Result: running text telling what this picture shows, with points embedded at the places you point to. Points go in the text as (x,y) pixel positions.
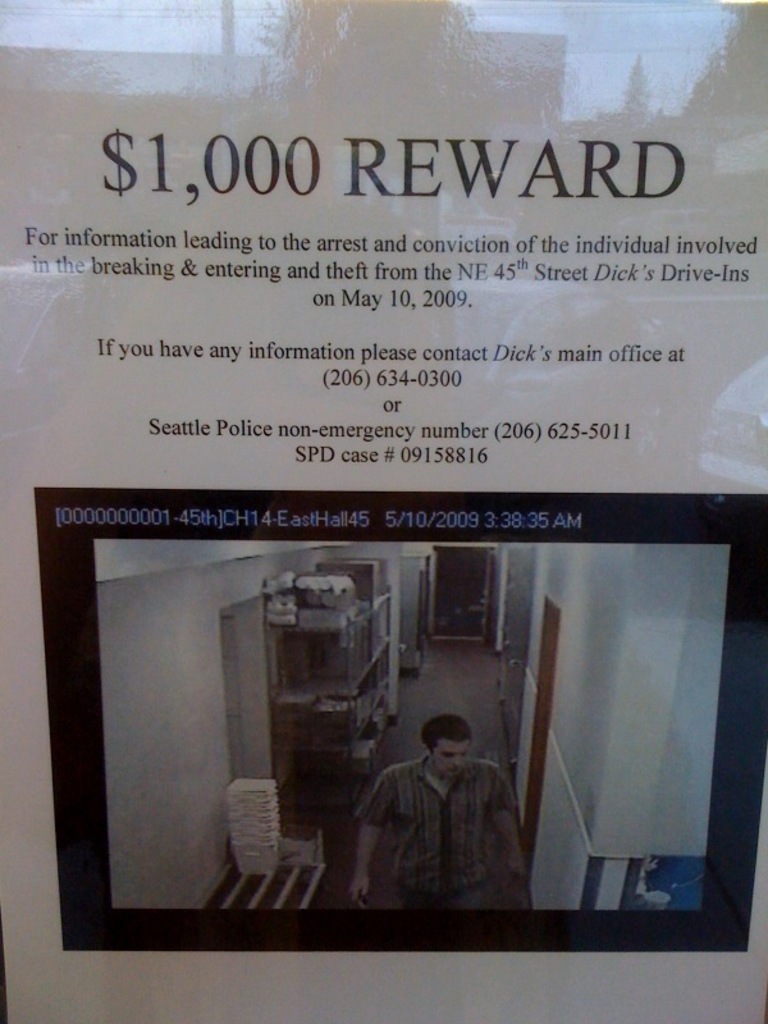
This is a poster (262,988) and in this poster (395,988) we can see a man (416,847) on the floor (440,709), walls (614,624), some objects (315,641) and some text (426,308).
